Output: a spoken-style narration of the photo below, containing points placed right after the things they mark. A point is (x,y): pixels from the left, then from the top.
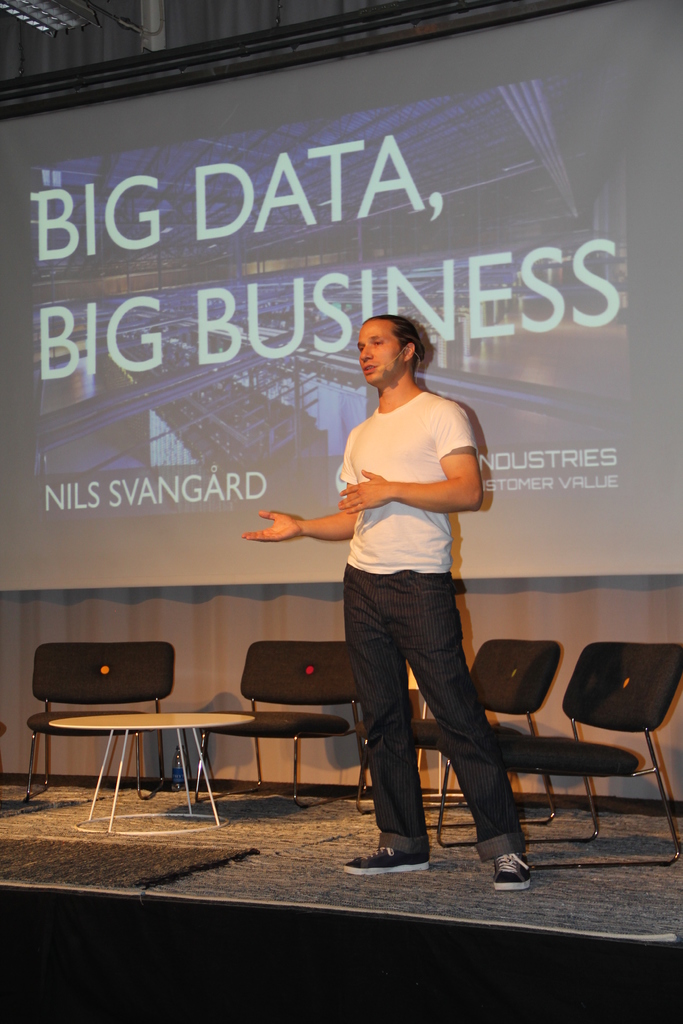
In this image i can see a person (409,525) wearing white color dress (437,479) standing on the stage (406,914) and at the background of the image (135,714) there are chairs (312,694) and table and a projector screen (347,275).
